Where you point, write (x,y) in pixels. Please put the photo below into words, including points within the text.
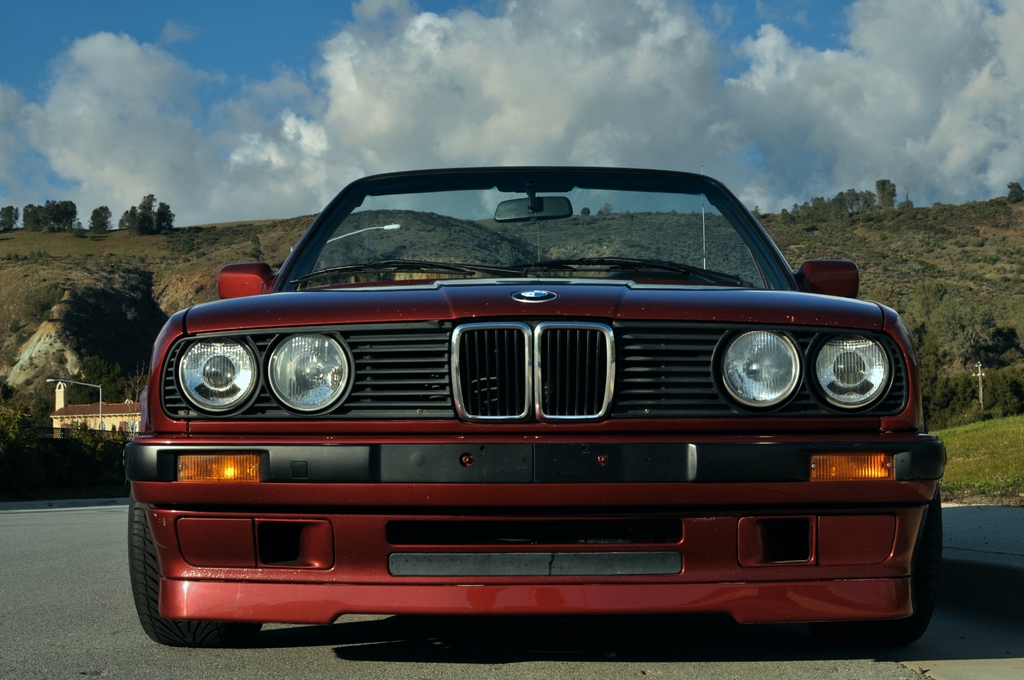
In this image I see a car (276,522) which is of maroon in color and I see a logo (546,299) over here and I see the road (248,674). In the background (998,394) I see the grass (949,472) and I see a house (55,403) over here and I can also see few poles (95,384) and I see the hills (1022,218) on which there are trees (961,388) and I see the sky (973,91) which is of white and blue in color.
